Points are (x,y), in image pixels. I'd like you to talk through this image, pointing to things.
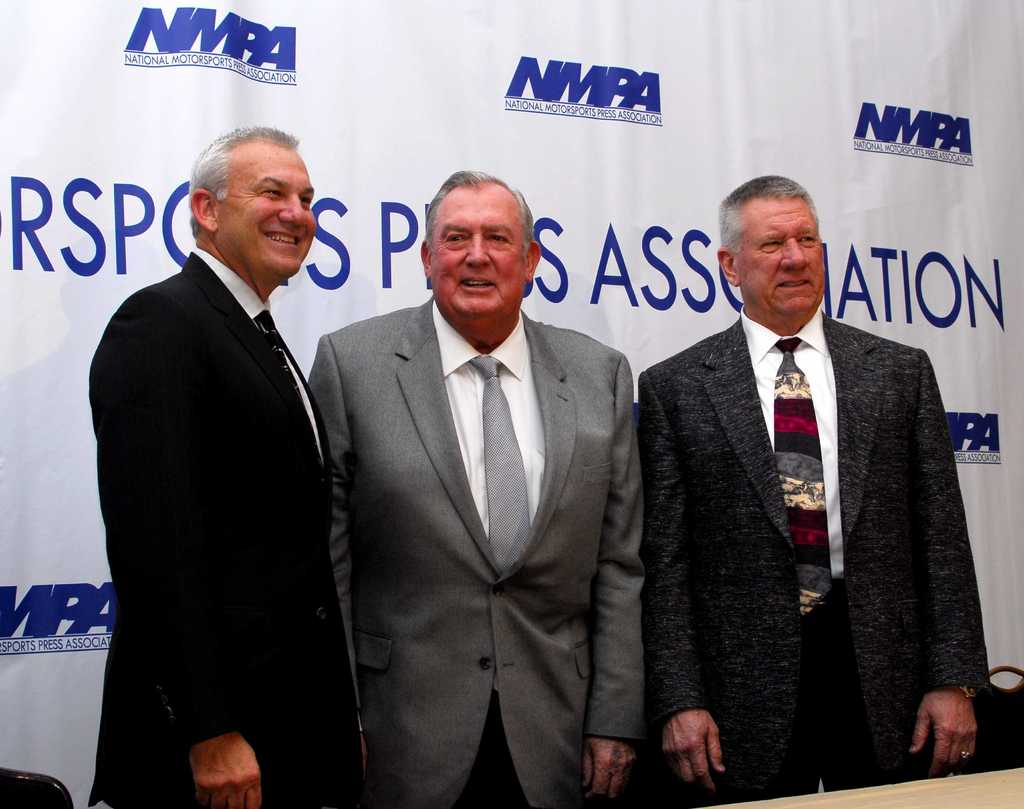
In this picture, we can see a few people (740,506) standing and in the background (133,205), we can see a cloth (463,97) and some text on it and we can see table (969,807), chair (42,794) and we can find some object (27,776) at bottom left corner (40,784).
